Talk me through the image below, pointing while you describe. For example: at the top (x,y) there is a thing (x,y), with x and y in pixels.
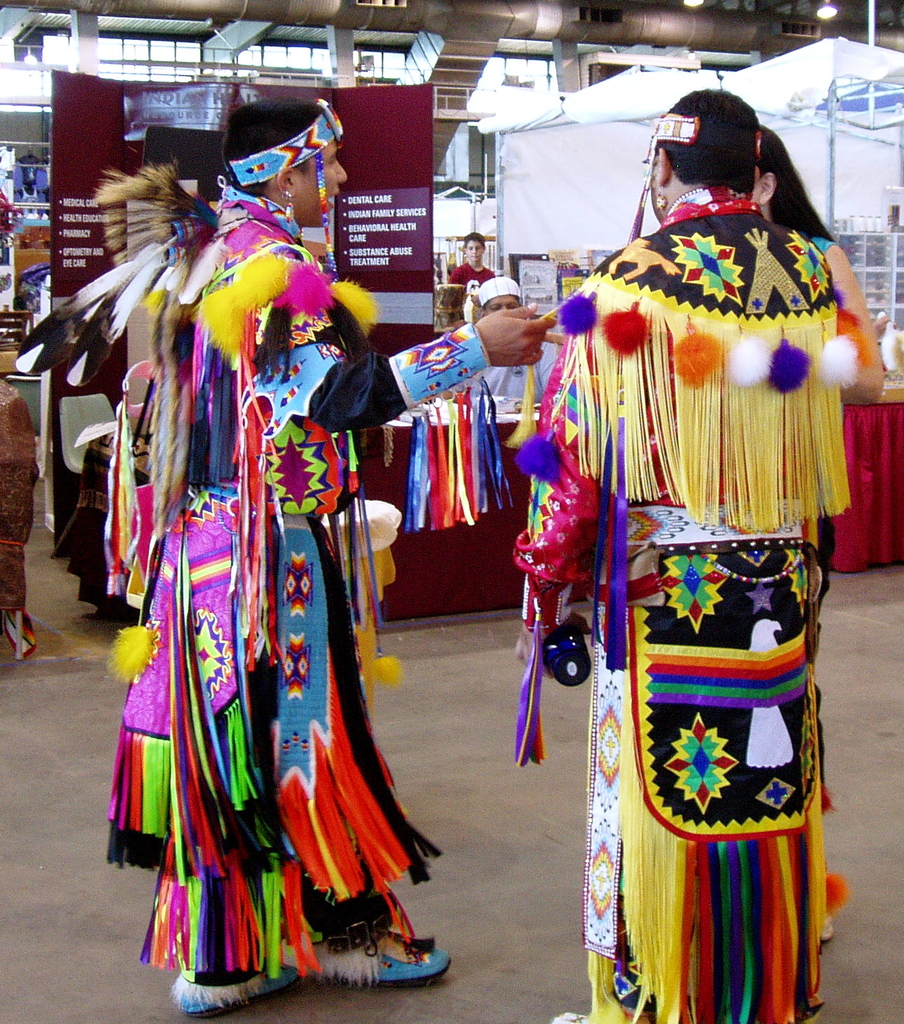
In the picture we can see some persons (442,493) wearing different costumes (354,626) standing, there are some tables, umbrella tents (580,225), boards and there is some pipeline (564,18).
